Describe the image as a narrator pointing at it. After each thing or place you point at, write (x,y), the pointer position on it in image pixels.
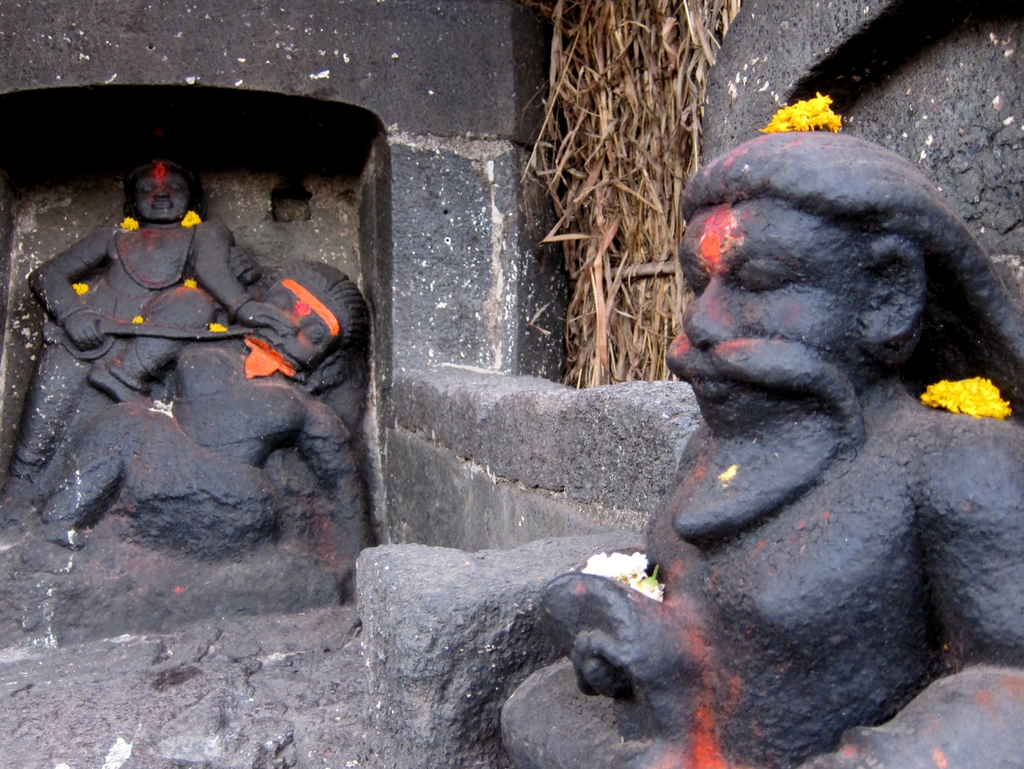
In this image, we can see some Idols (810,404). We can see the wall (567,418) and some dried grass (616,310).
